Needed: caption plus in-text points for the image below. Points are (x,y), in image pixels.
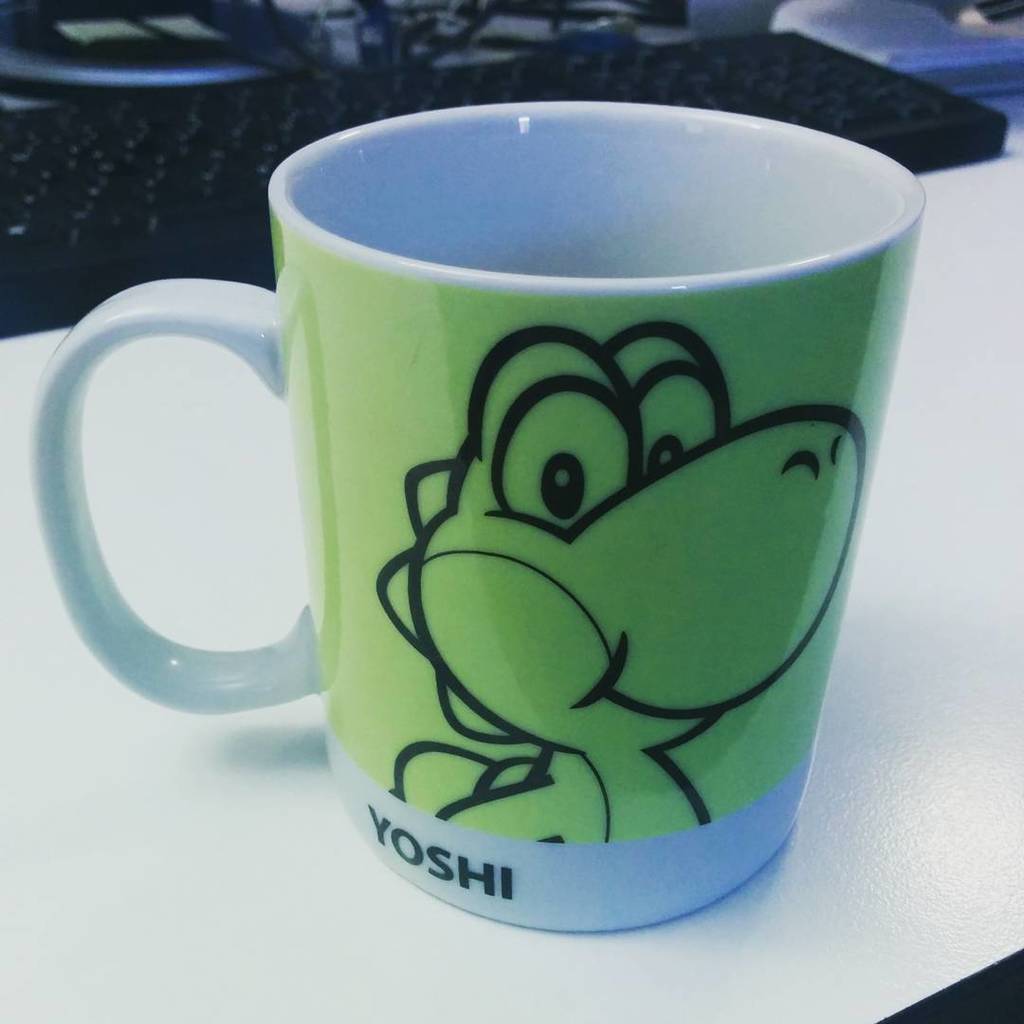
In this image we can a coffee mug (478,355) with design (567,614) and text (513,895), a keyboard (543,90) and few objects (300,27) on the table (822,753).
